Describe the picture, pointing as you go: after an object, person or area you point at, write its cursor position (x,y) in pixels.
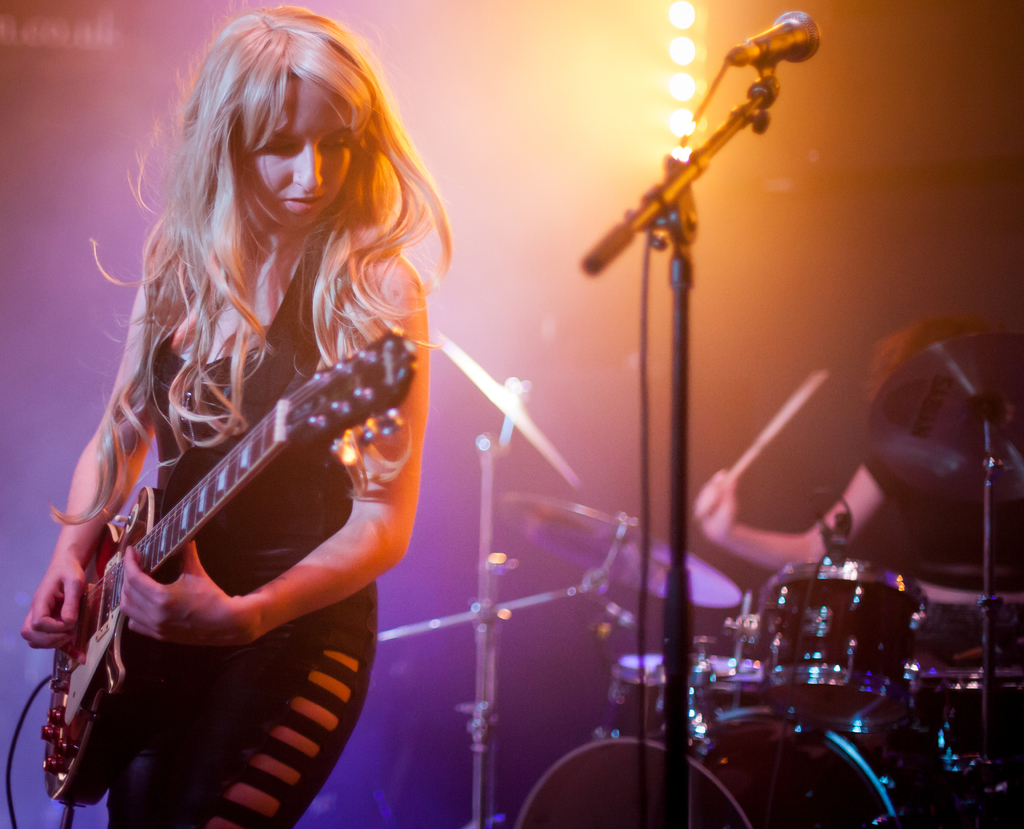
In this image on the left side (138,568) there is one woman (210,392) who is standing and she is playing a guitar (111,580), and on the right side (732,58) there is one mike (617,242) and on the background (887,518) there are some drums (711,681) and one person (903,407) is drumming and on the background (676,123) there are some lights (676,87).
